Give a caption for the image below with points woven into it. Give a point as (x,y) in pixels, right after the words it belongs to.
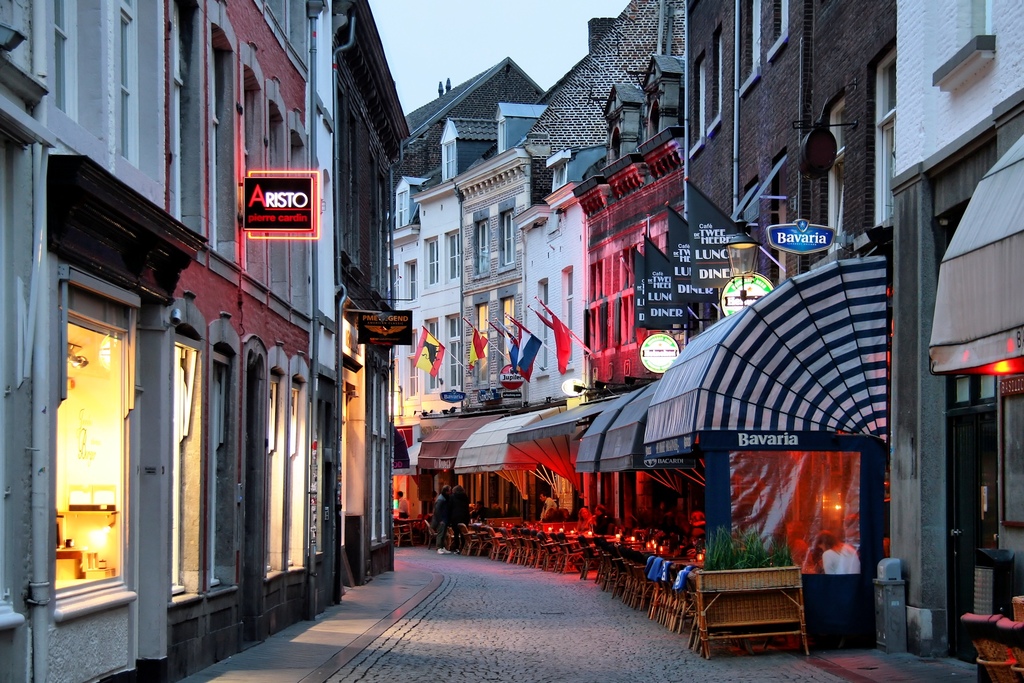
On the left side (268,201) there are buildings (319,408) with the lights (188,425). In the middle (463,413) there are dining stores (632,483), on the right side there are buildings (615,298), at the top (447,77) it is the sky (408,58).
